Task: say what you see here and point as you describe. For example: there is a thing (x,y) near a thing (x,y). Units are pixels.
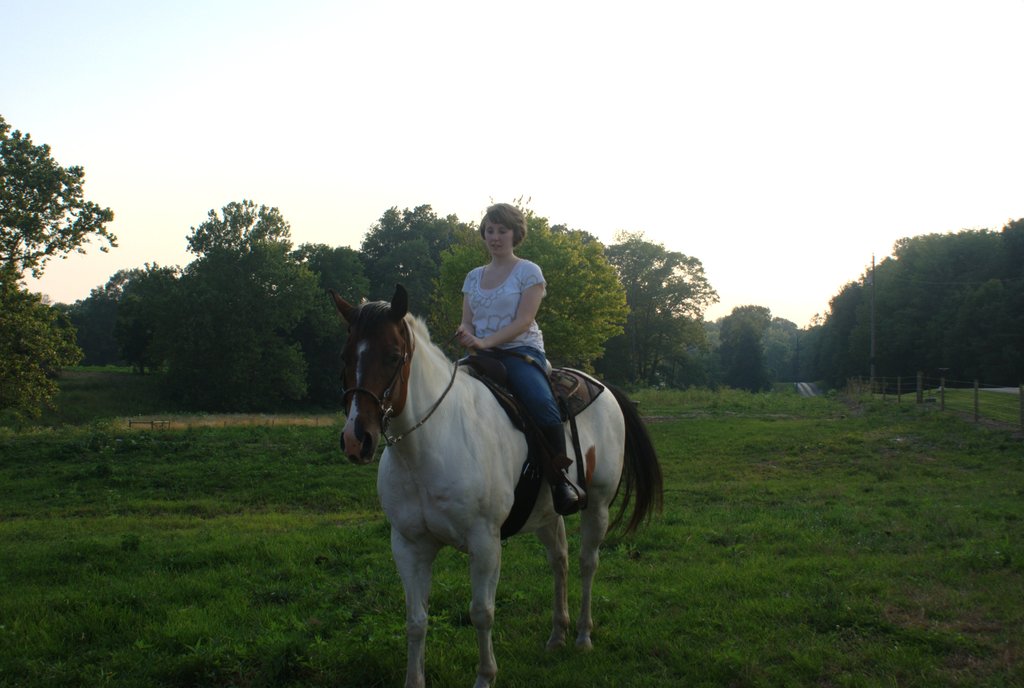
this is an open area (605,635). a white horse (492,564) is standing on the grass (652,622). a person (538,332) is wearing a white t shirt (517,292) and jeans (558,418) is sitting on the horse (477,437). behind that there are trees (301,300) and fencing (922,384) at the right (916,383).
